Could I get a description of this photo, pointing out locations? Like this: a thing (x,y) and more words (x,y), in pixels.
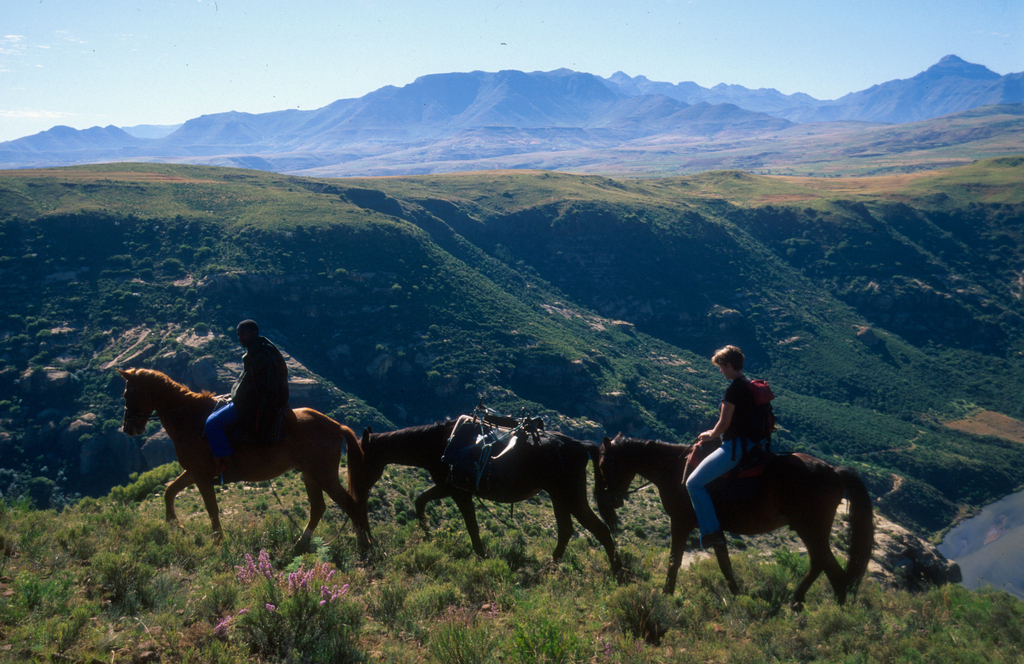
This picture is taken on a hill (303,510). On the hill (423,556), there are three horses (751,487). On the horses (246,466) there are men (255,430) except on the middle horse (530,478). In the background (472,215), there are hills (622,161) covered with plants (521,299) and grass (646,223). At the top (473,49), there is a sky (728,58).
